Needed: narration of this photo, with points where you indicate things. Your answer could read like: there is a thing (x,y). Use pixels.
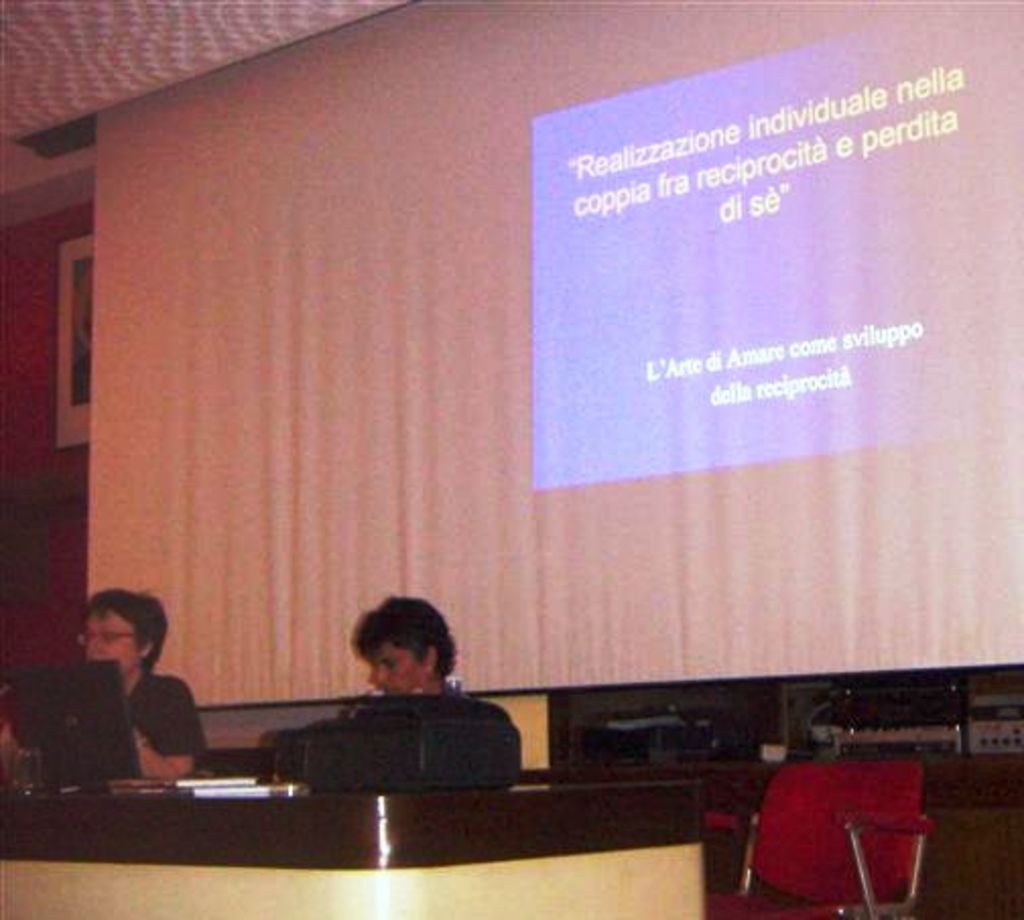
This picture is of inside the room (238,354). In the foreground (186,813) we can see two persons (391,643) sitting on the chairs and there is a table (483,846) on the top of which a laptop (66,726) and a bag (445,749) is placed. On the right (856,820) we can see a red color chair (818,831). In the background (60,322) there is a picture frame (77,301) hanging on the wall (23,344) and a projector screen (464,313).
